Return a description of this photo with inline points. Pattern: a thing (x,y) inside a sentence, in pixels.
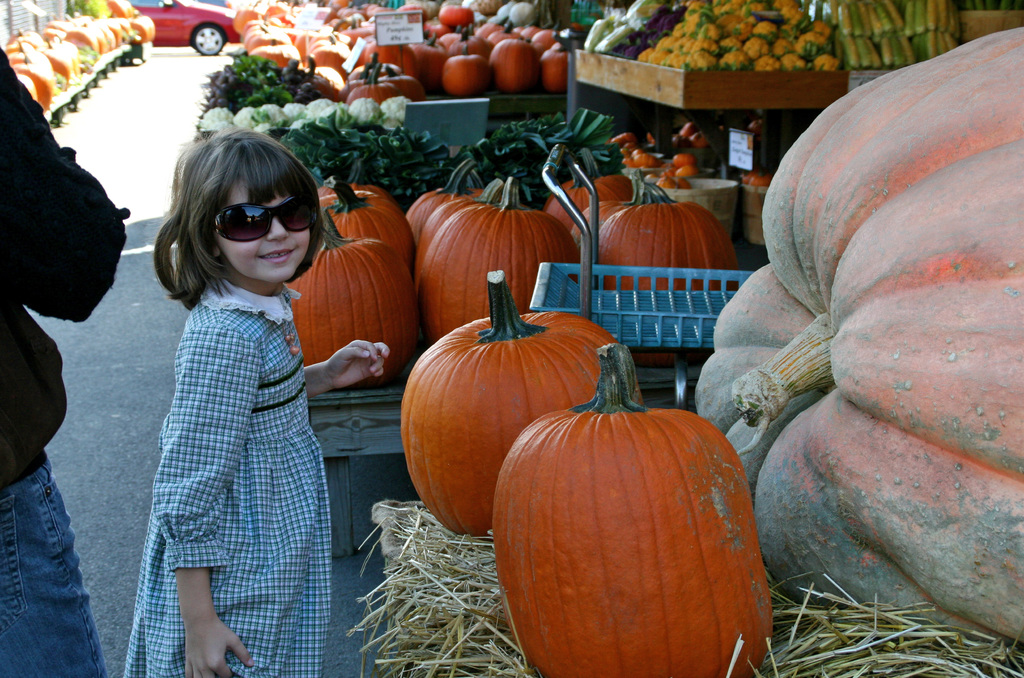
This image is taken outdoors. On the left side of the image (49,376) there is a man (34,457). There are a few pumpkins (75,46) on the tables (690,82) and a car (158,18) is parked on the road (168,127). In the middle of the image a girl (214,482) is standing on the road (328,663) and she is with a smiling face (279,228). There are many pumpkins (436,244) and vegetables (359,112) on the tables (672,76). There are a few vegetables (657,49) in the baskets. There is a board (394,37) with a text (394,37) on it. At the bottom of the image (509,644) there is a table (493,632) with dry grass (424,555) on it and there are three pumpkins (684,467) on the table (852,622).
